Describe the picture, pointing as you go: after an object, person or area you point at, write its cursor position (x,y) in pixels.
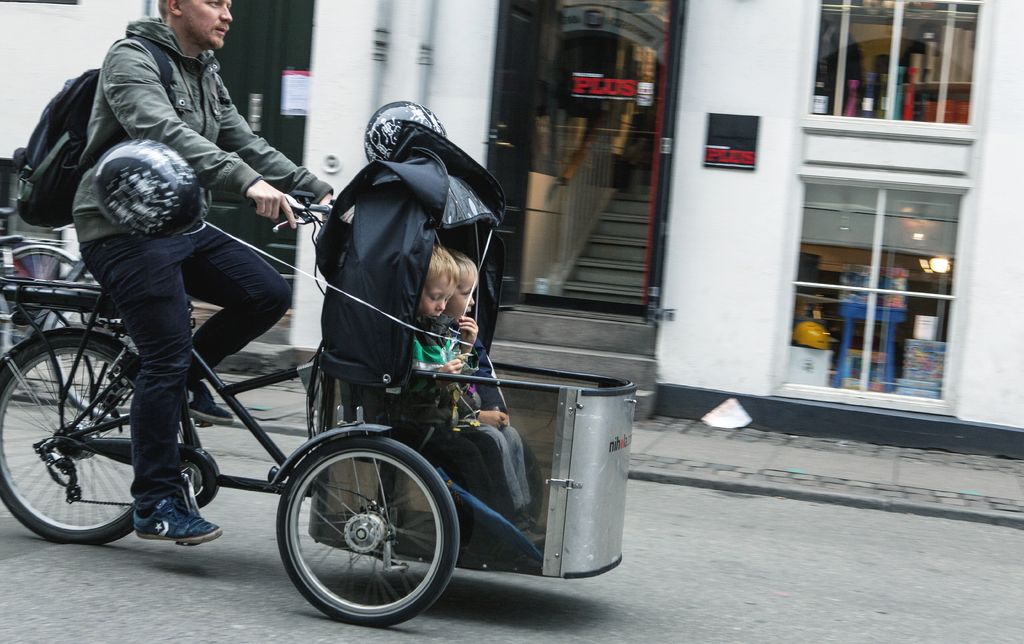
The picture is captured on a road (750,542) a man (227,112) is riding a cycle (318,442), he is wearing a bag (96,78) to his right side there is road (210,579) in front of the cycle (332,428) there is a basket (532,389) attached in that there are two kids (426,341) sitting the kids (440,322) are holding balloons (197,201) to the left side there is some showroom (741,12) and the footpath (723,436).
